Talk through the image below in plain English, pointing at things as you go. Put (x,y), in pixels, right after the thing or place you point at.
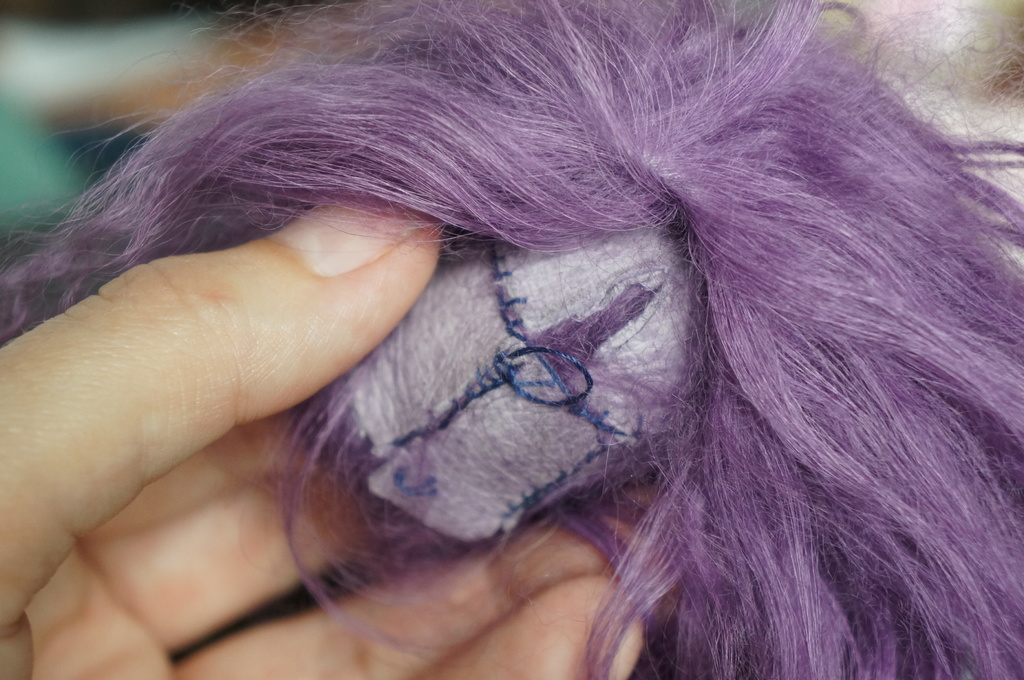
In the center of the image (403,304) we can see a person's hand (284,620) and holding an object (444,335). In the background (126,10), the image is blurred.
